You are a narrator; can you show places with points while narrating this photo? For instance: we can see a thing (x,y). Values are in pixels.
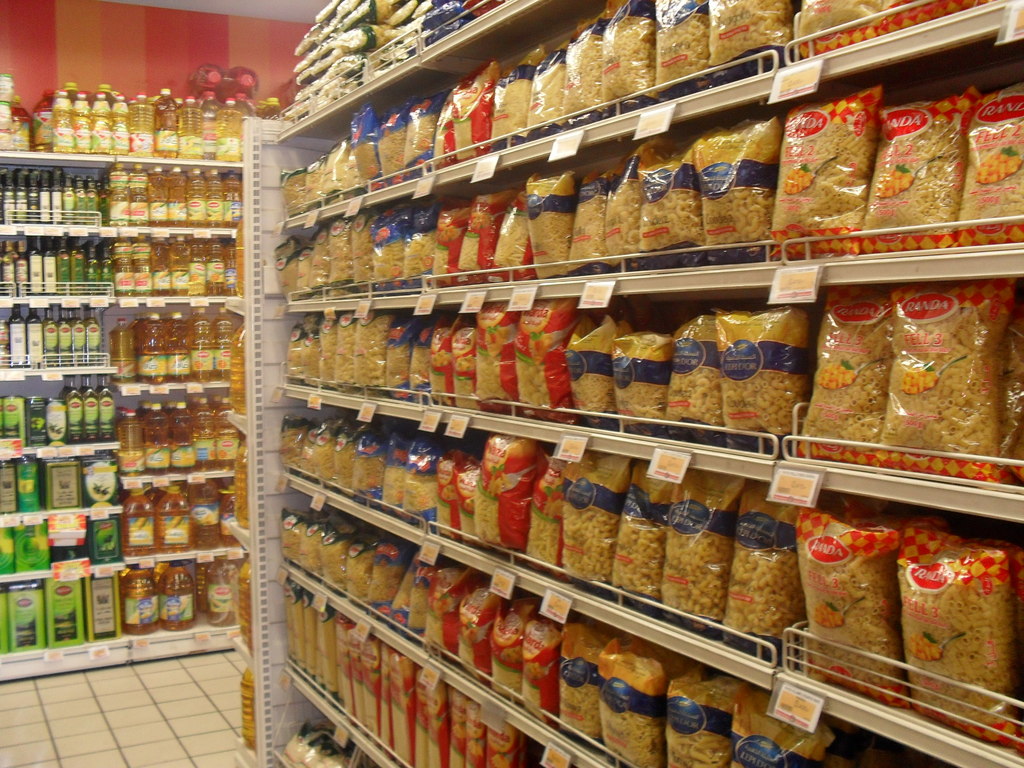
In this image we can see a store (450,178) with the racks (596,610) full of bottles (127,414) and also the packets (996,171). We can also see the price tags (786,492), wall (255,56) and also the floor (158,719).
